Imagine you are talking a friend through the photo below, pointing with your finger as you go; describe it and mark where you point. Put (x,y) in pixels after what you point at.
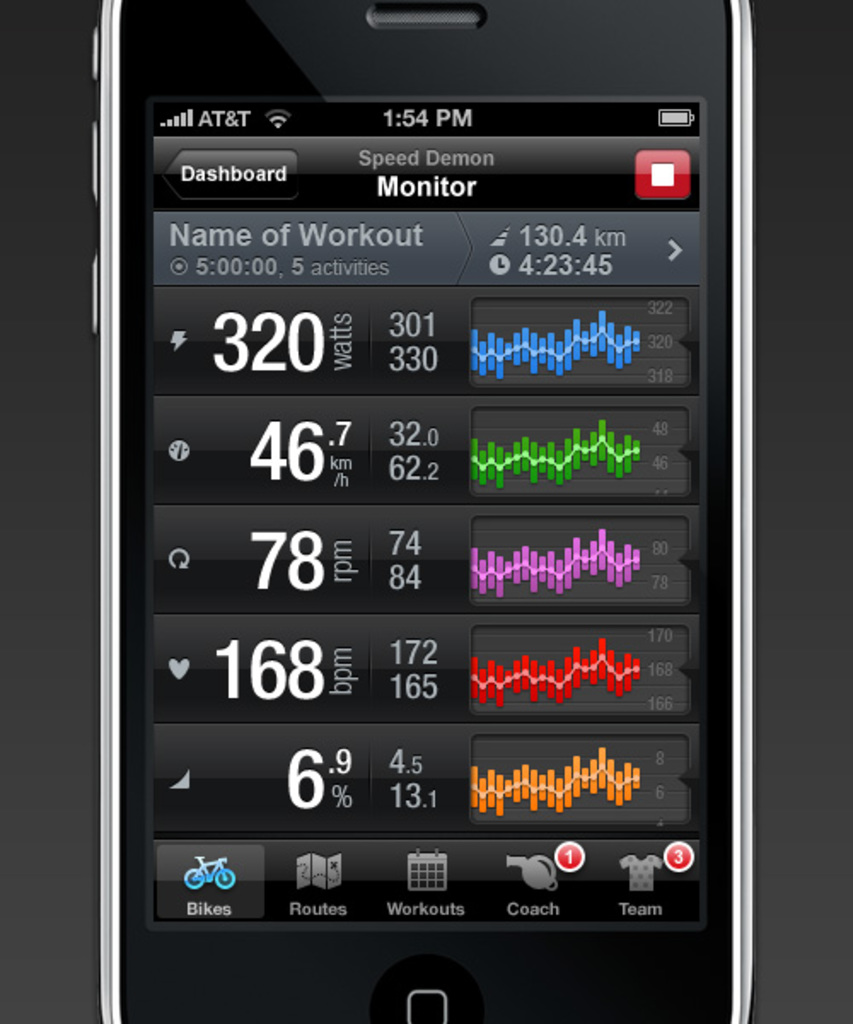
In the image there is a mobile phone (734,157) and on the mobile phone screen (316,185) there is a dashboard (268,188).
